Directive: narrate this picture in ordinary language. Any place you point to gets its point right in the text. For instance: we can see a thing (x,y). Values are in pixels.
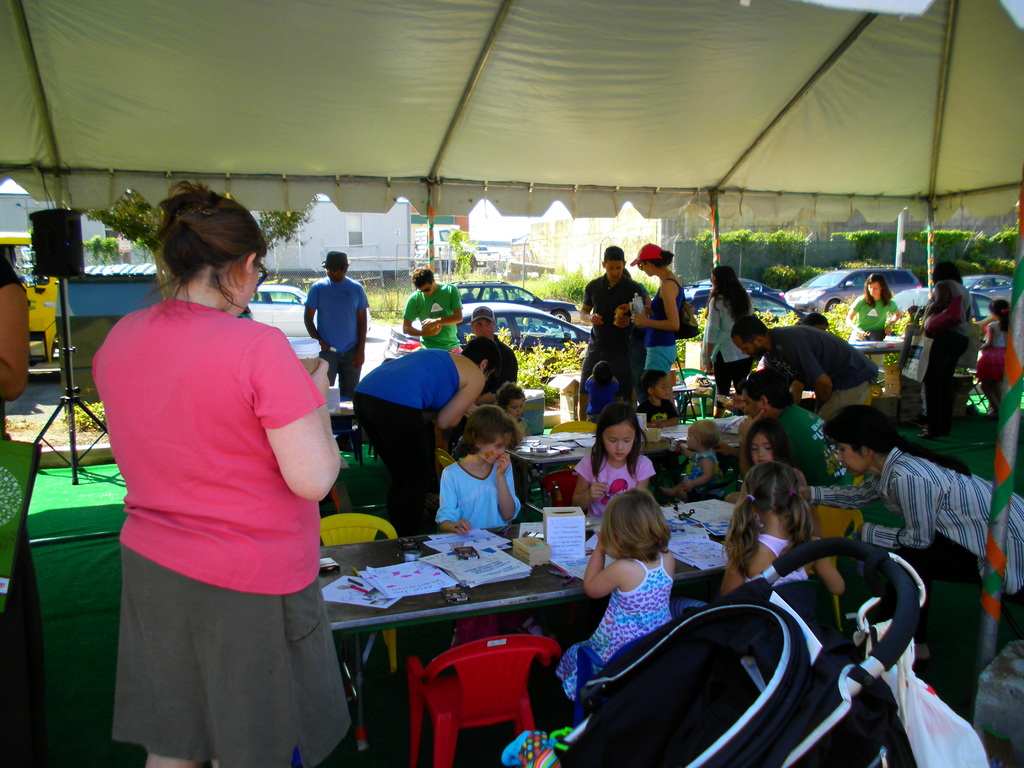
In this picture we can see some persons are sitting on the chairs (522,687). This is the table (555,585). On the table (507,538) there are some books (490,575), boxes (536,553), and papers (716,530). Here we can see a baby stroller (787,694). On the background (266,293) there are some vehicles (466,286). And this is the building (395,229). And these are the plants (980,267). Here we can see some persons (394,376) standing on the floor (76,611). And this is the pole (65,326).
